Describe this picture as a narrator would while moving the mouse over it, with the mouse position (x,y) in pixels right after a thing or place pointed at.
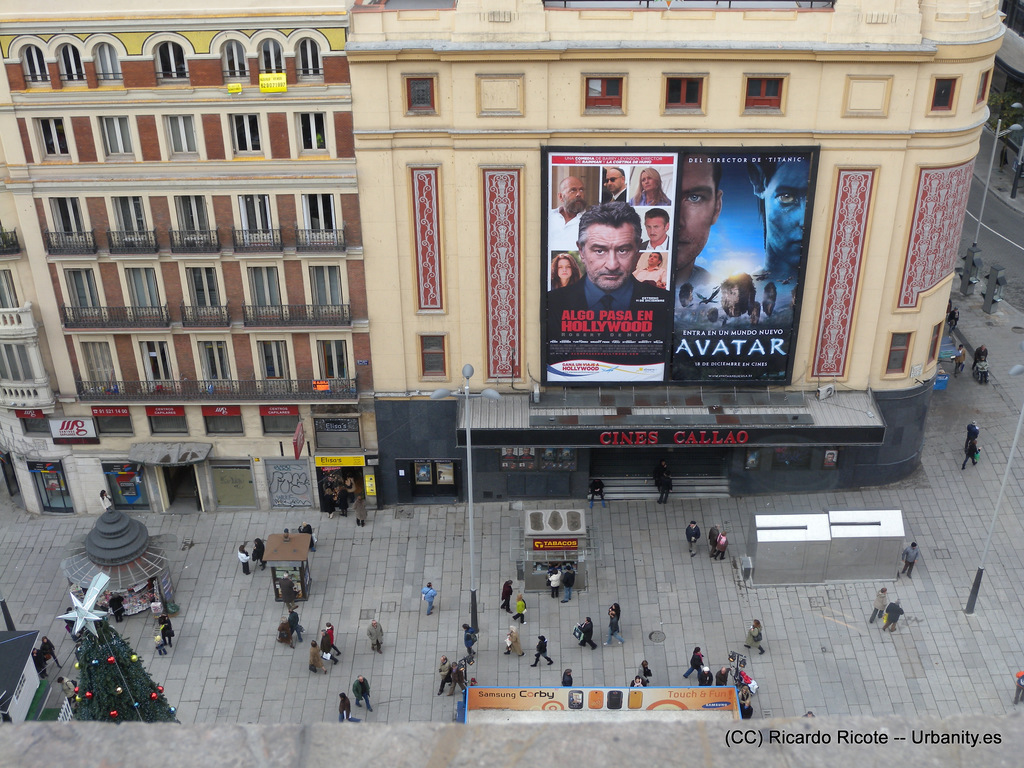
At the bottom of the image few people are standing and walking and there are some poles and trees (78,711). At the top of the image (835,93) there is a building (546,409), on the building (581,409) there are some banners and windows (176,135).
